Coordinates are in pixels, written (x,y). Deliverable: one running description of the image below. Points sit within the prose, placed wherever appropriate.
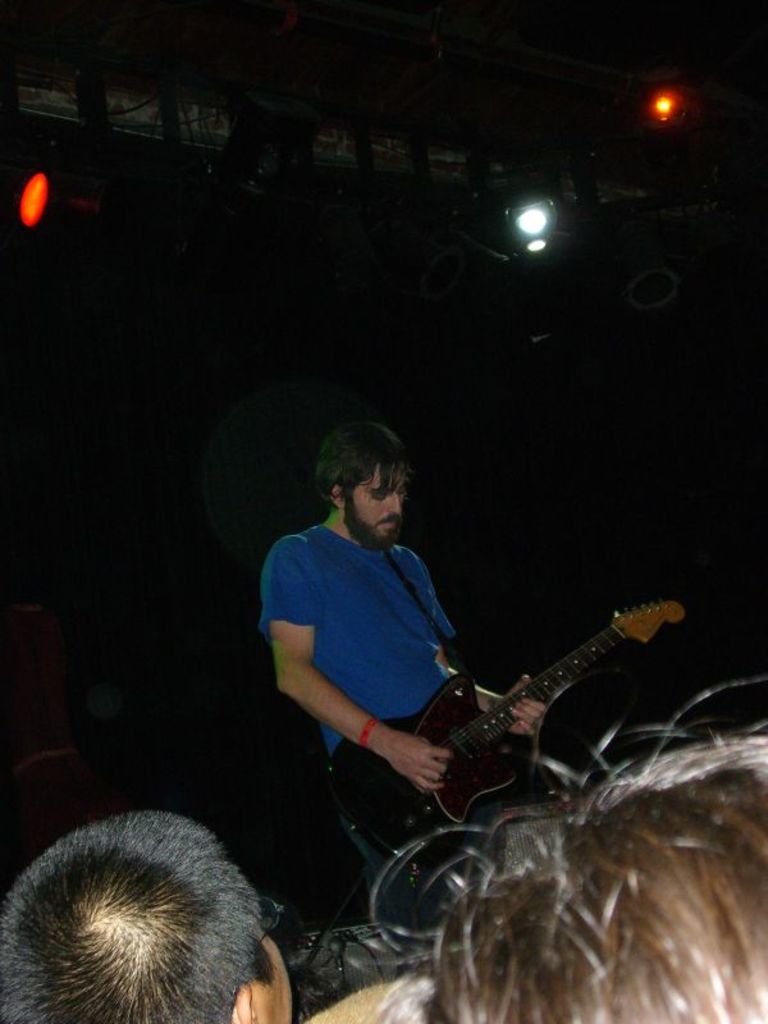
In this picture a blue shirt guy (331,604) is playing a guitar (355,781) and in the background (539,229) there are lights (550,228) fitted to the roof (567,195). There are also spectators (655,898) viewing them.
